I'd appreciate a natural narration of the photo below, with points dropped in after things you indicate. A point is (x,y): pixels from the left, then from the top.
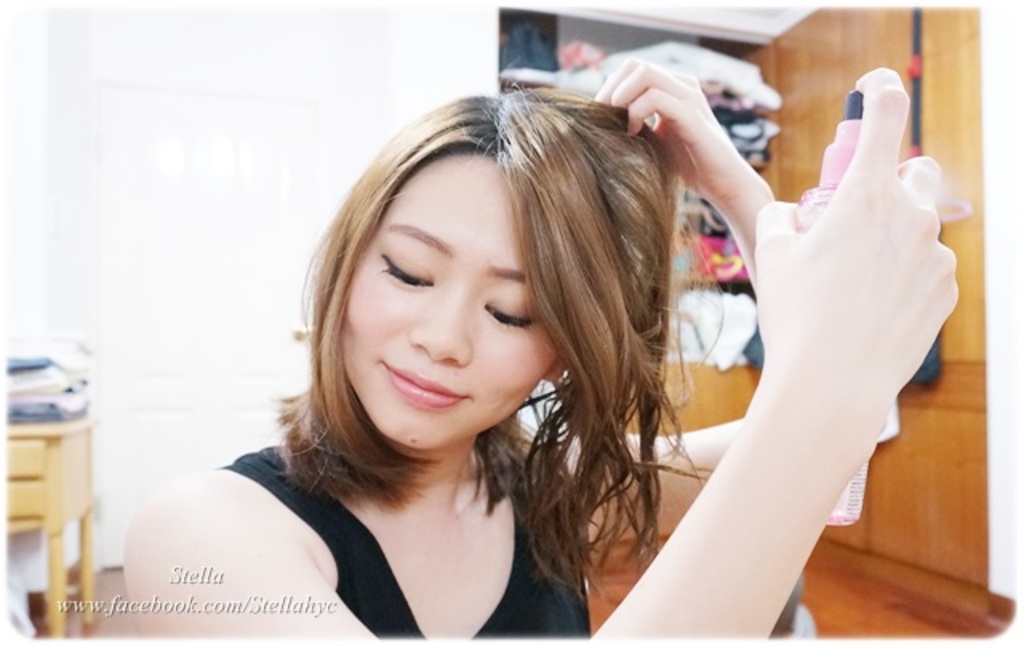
In this picture the woman (671,221) is holding her hair (609,143) with her left hand (682,89) and a bottle (801,201) with her right hand (864,234) and smiling.
